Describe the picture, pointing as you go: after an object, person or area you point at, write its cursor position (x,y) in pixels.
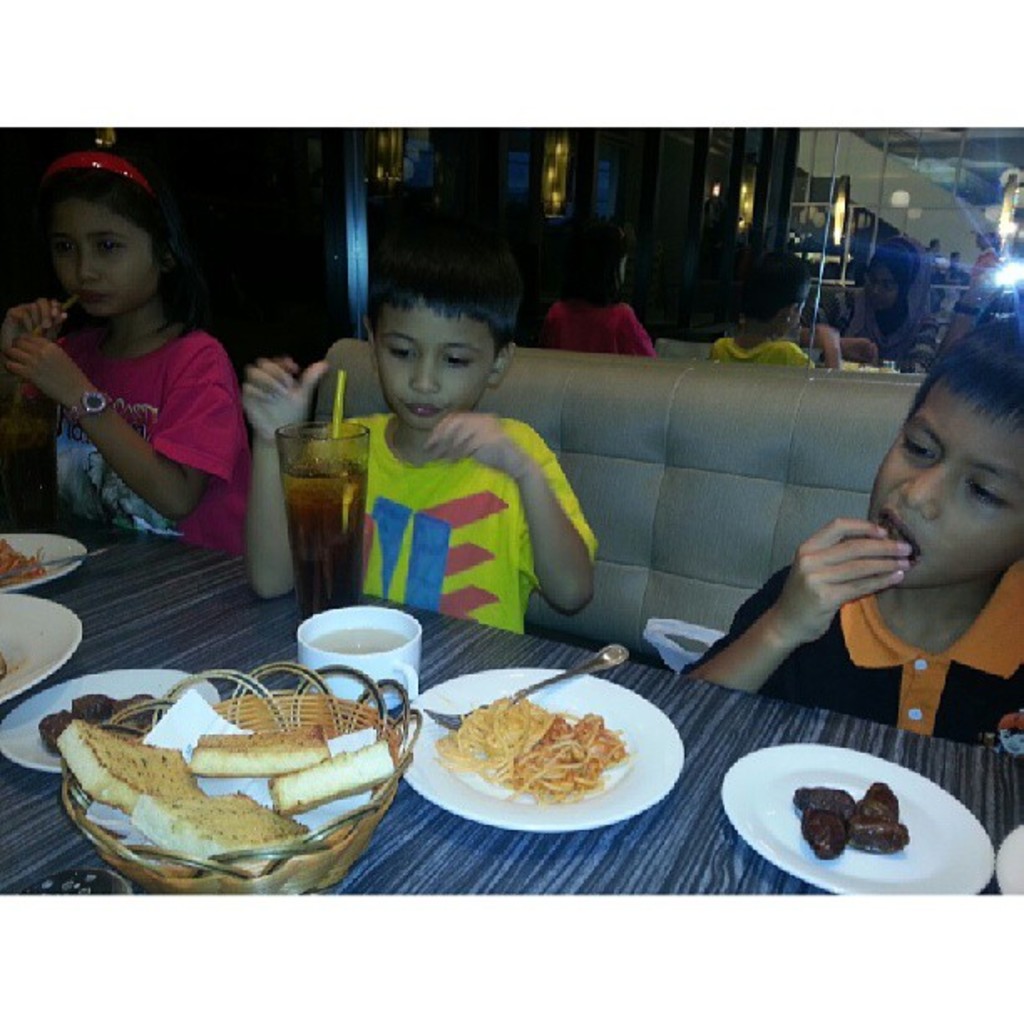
In the image we can see three persons (967,639) were sitting on the couch (668,410) around the table (350,880). On table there is a bread (287,831), plate (580,801), fork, coffee cup (414,670) etc. In the background (942,270) we can see few persons (804,263) were sitting.
